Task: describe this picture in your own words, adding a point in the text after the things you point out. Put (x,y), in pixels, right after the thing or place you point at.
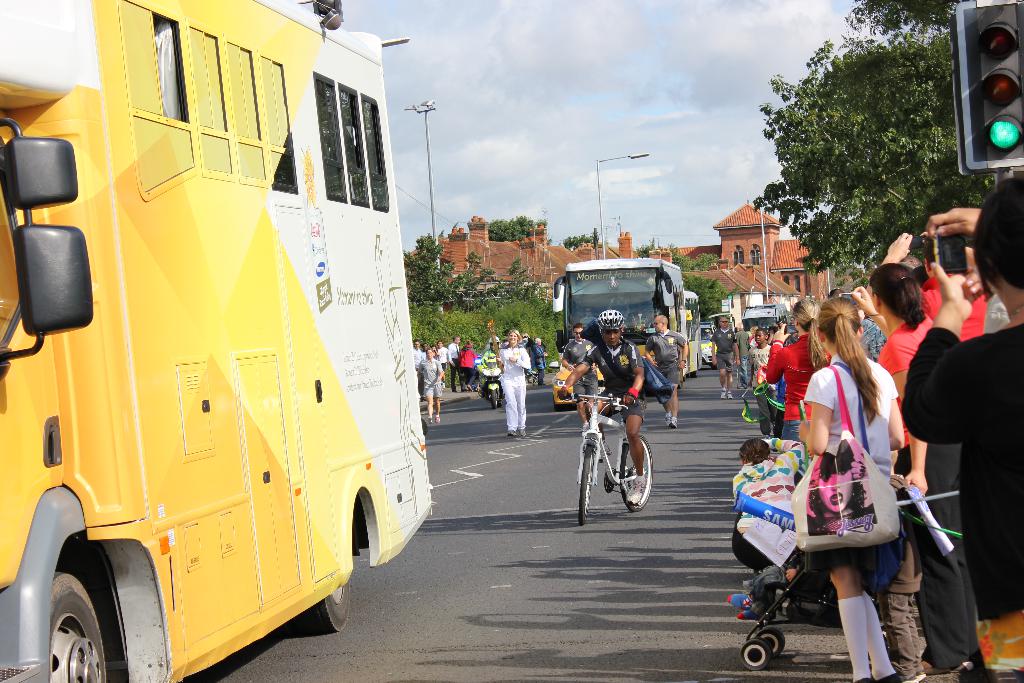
In this picture we can see some people (840,414) are standing and some people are walking, there is a person (608,372) riding a bicycle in the middle (620,364), there are buses (685,329) on the road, on the right side (995,90) there are traffic lights (1001,102), in the background (770,189) we can see trees (519,275), poles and a building (624,251), there is the sky (617,81) at the top of the picture (604,71).
